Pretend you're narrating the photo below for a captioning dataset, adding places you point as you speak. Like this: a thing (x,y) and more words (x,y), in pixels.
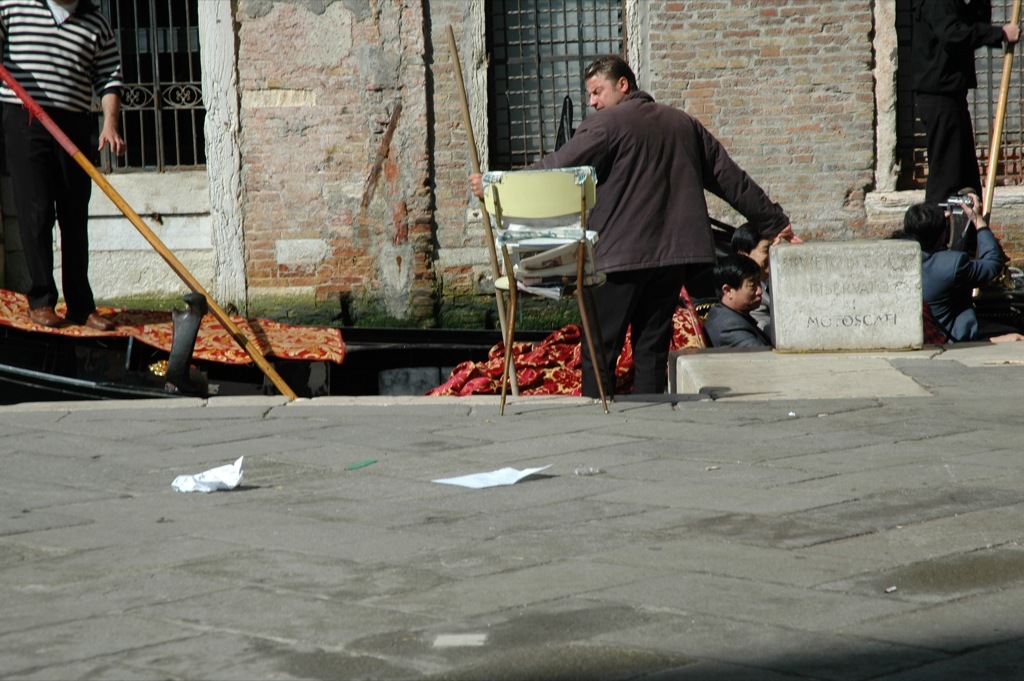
A person (32,309) is standing at the left side of image (24,111) on boat (4,348) wearing black pant (60,115), shoes (47,309) and shirt (90,22). Middle of the image (652,246) a person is standing behind the chair (537,189). At the Right side (1014,333) there are few people (745,273) sitting. At the right side (998,31) a person (972,168) is standing and holding a stick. At the background (109,17) there is a house (685,0).
